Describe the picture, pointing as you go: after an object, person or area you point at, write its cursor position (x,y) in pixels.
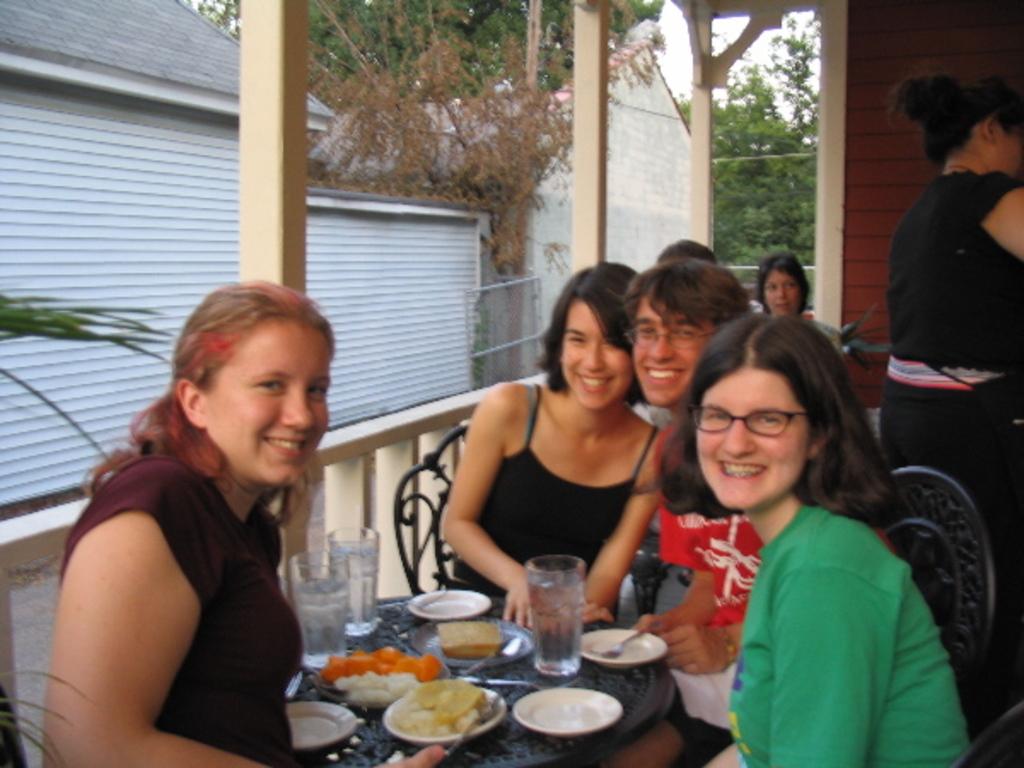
There is a group of people (513,477). They are sitting on a chairs (441,552). They are smiling. They are wearing a spectacles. On the right side of the person (985,263) is standing. There is a table (419,620). There is a glass (548,609), plate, fork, food items (437,695) and bread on a table (597,623). We can see in the background (818,288) wall (451,302), door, pillar (821,302).
